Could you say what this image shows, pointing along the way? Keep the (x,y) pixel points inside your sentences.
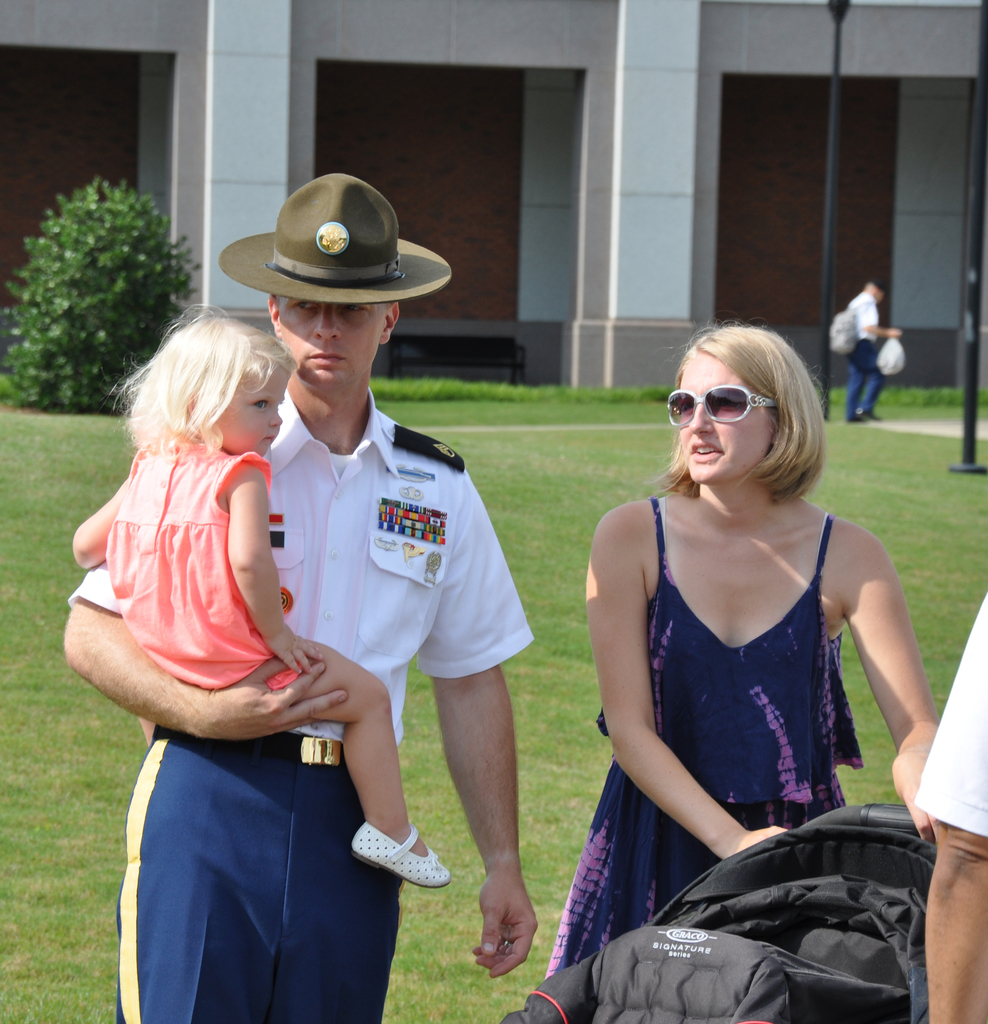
The man (276,698) in white shirt (313,569) and blue pant (235,760) is holding the girl (256,493) in his hand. Beside him, the woman (723,691) in blue dress (705,773) is holding a black color stroller (739,914). At the bottom of the picture (441,954), we see grass (88,919). Behind them, we see the tree (113,271) and a building (524,160) which is in white color. In the right top of the picture (835,22), we see poles (837,35) and a man (868,334) in the white shirt (865,319) is walking in the garden (866,430). This picture is clicked outside the building (434,7).
